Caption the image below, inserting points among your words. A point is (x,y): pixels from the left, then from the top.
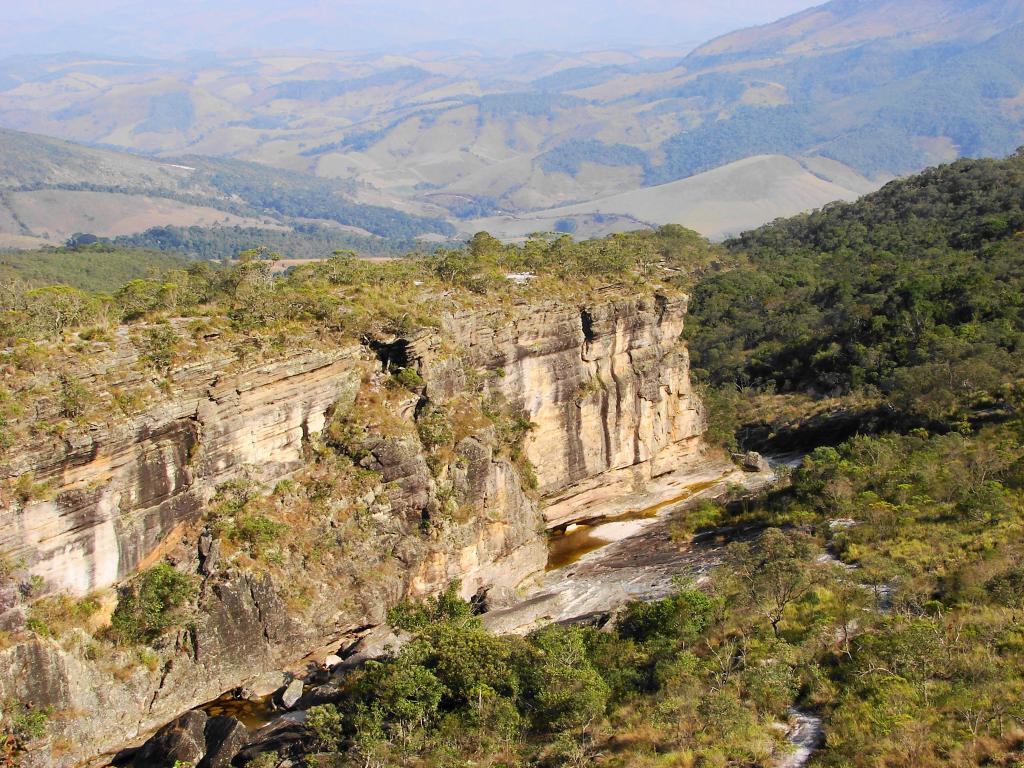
In the picture we can see a rock hill (359,360) on it we can see plants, and on the top of it also we can see plants (176,322) and grass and in the background (738,293) we can see many hills (293,194) with trees (274,182).
